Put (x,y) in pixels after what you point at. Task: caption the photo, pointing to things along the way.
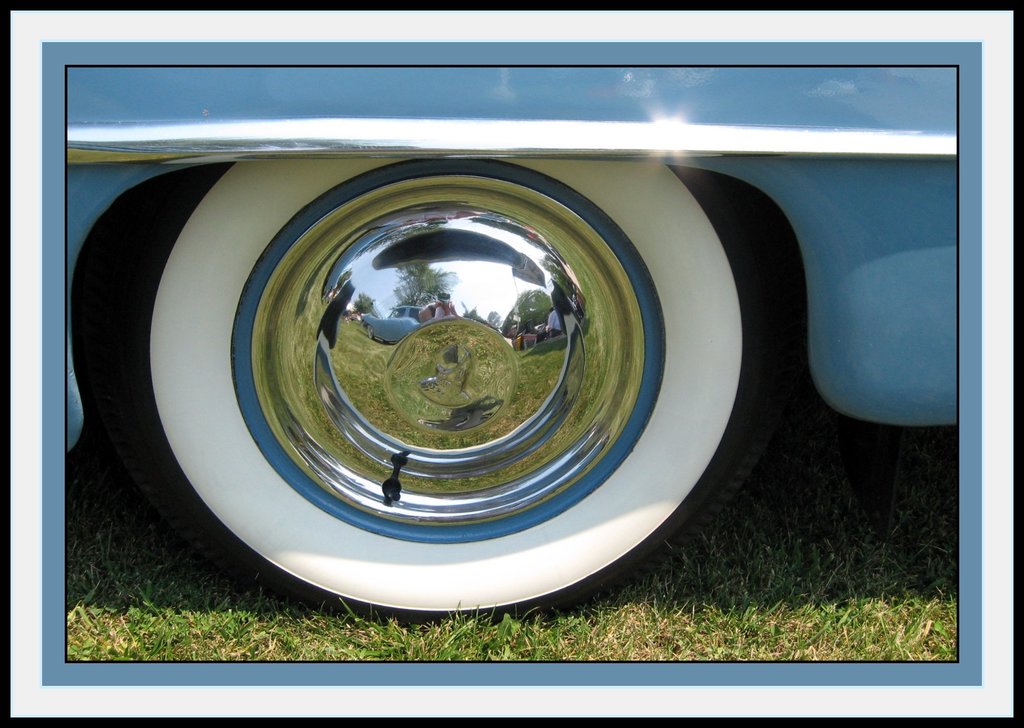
In this image we can see part of a vehicle (396,253) with a tire (658,475). On the ground (223,631) there is grass (729,634). On the tire (448,337) there is a reflection of a car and some other things (507,336). And there is a border (63,45) for the image.
